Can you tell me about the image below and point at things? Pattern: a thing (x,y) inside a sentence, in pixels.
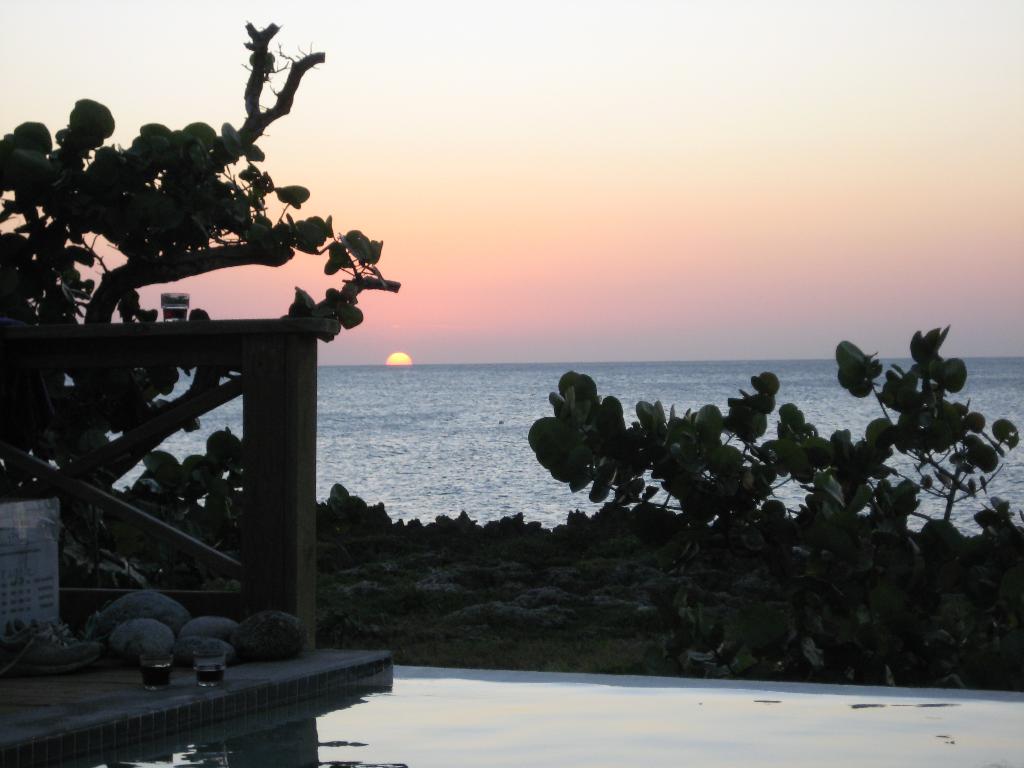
In this picture we can see glasses (162,678), stones (242,632), footwear (60,650) and board (10,514) on path (157,706). We can see leaves (676,546), branches (202,257) and water (415,441). In the background of the image (634,231) we can see the sky (530,337).
